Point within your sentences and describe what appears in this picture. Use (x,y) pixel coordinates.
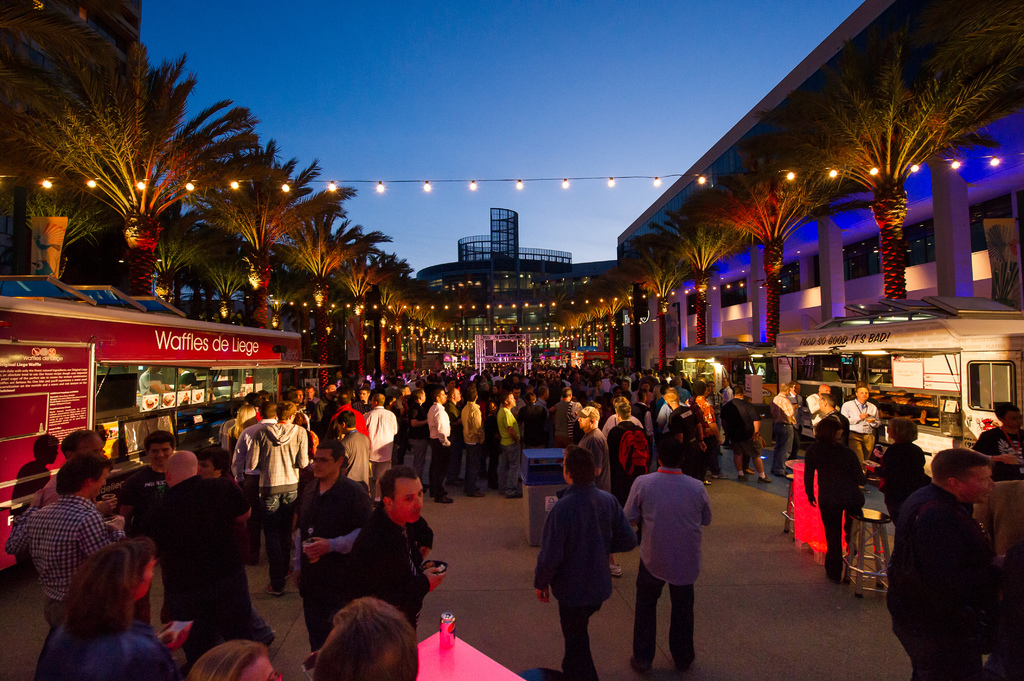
In this picture i can see group of people (393,478) are standing on the ground (615,621). In the background (713,310) i can see buildings (514,280), trees (647,257), lights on wire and sky (429,156).
